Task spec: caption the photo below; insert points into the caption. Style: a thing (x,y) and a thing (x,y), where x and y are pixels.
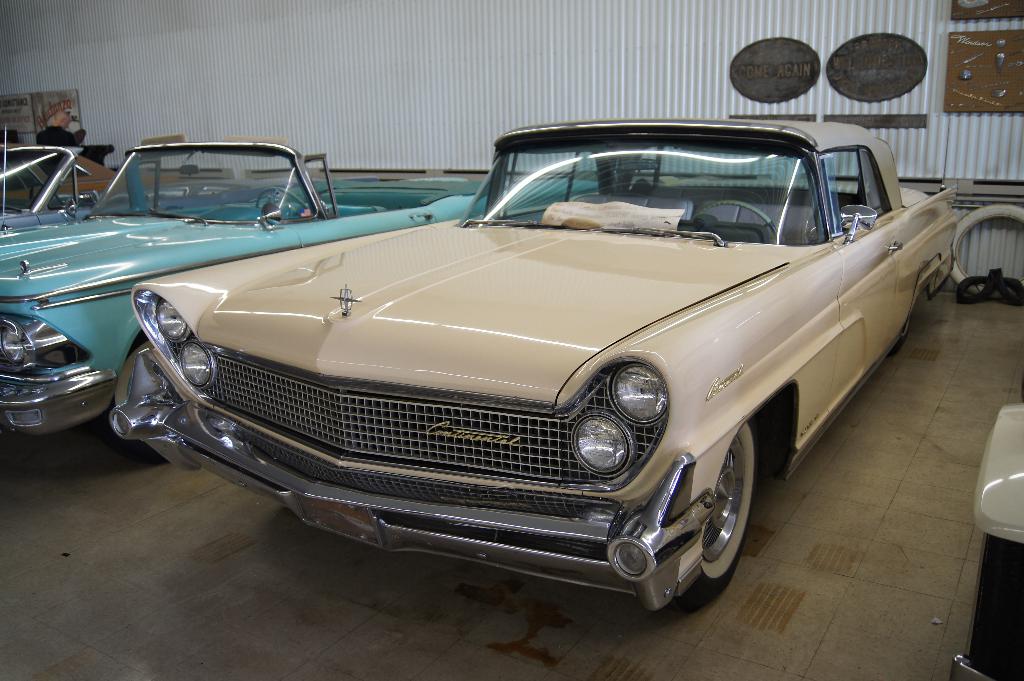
In this image, I can see three cars (326,324), which are parked. In the background (675,29), these are the boards (778,88), which are attached to the iron sheets (441,30). On the right side of the image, these look like the objects (996,435), which are placed on the floor (197,615).
